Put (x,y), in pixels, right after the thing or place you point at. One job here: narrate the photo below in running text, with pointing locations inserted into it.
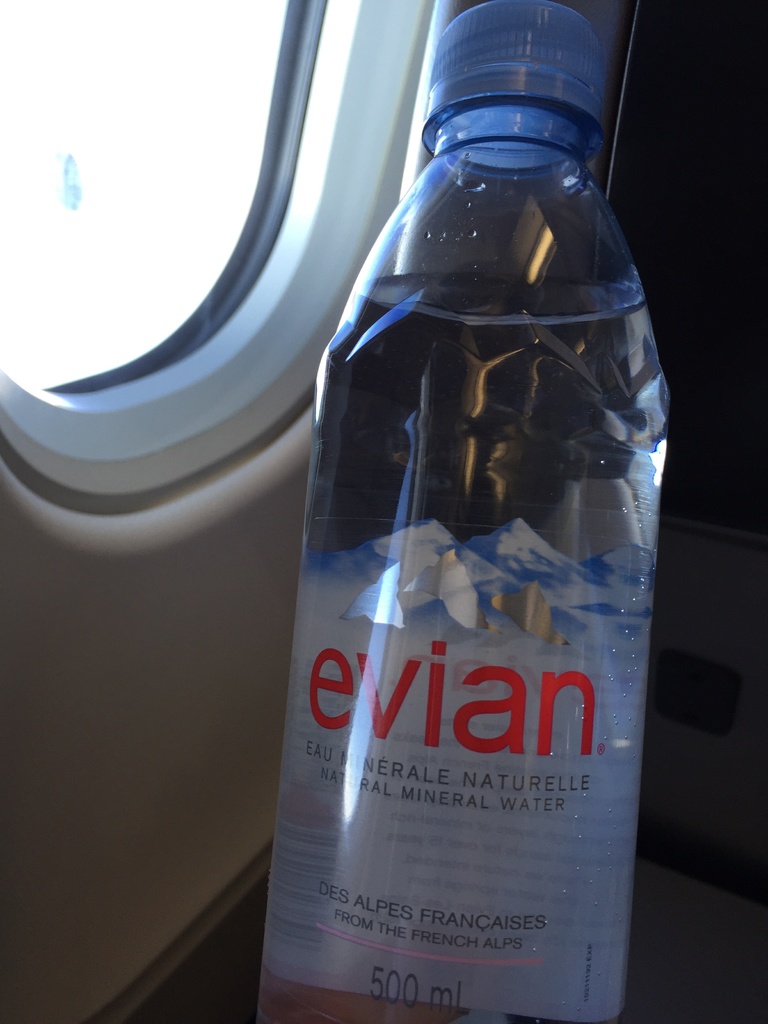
In this image I can see a water bottle (524,430).
